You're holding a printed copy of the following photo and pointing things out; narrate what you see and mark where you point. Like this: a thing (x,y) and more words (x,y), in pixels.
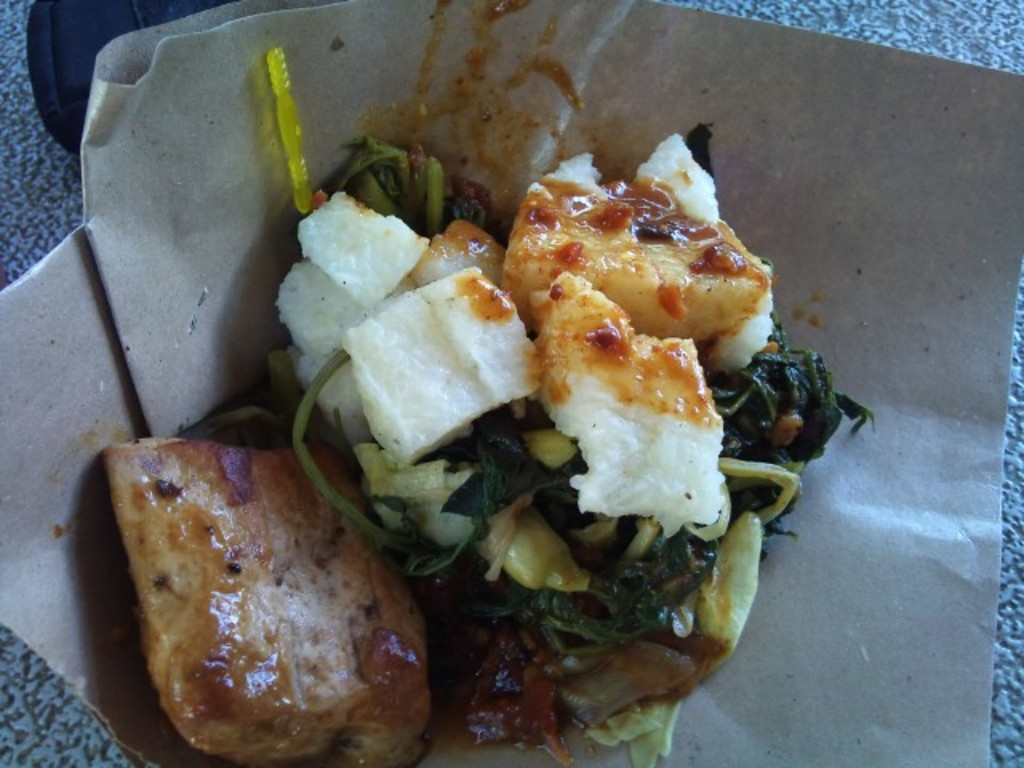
As we can see in the image there is paper (894,451) and dish (296,506).
